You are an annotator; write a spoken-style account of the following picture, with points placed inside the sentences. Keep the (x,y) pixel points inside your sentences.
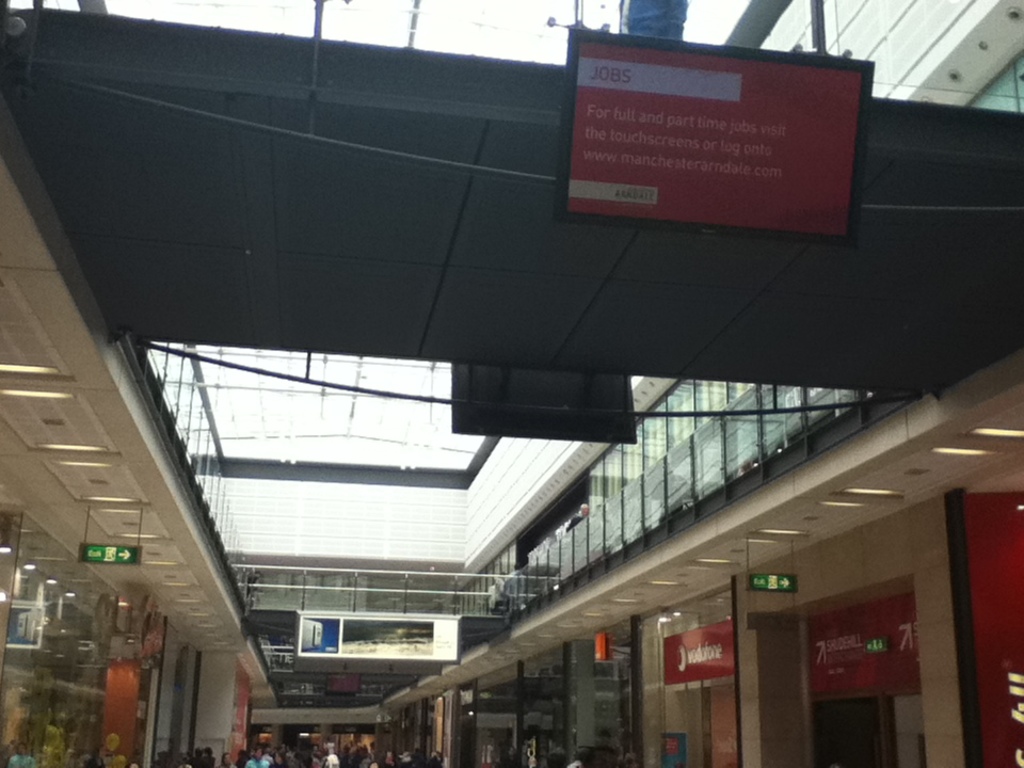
As we can see in the image there is a building (572,709), few people (334,756) here and there and on the top (388,7) there is sky (273,18). Here there is a banner (695,101).
